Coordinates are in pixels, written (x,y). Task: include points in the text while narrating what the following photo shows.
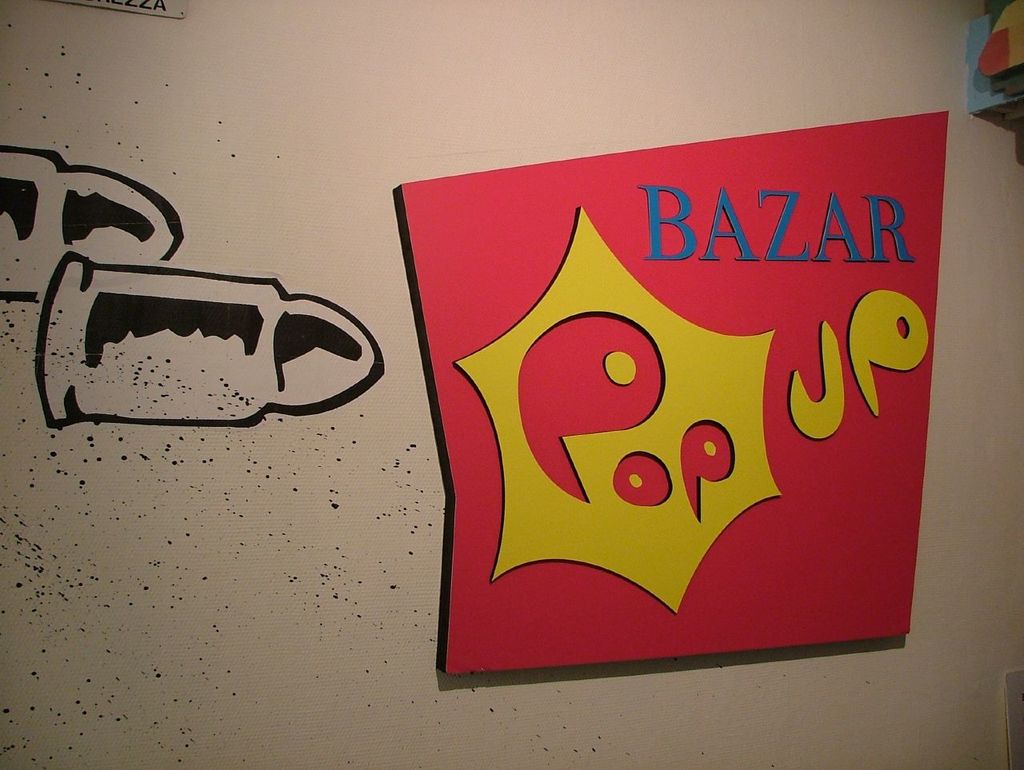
In this picture we can see some painting (49,416).
